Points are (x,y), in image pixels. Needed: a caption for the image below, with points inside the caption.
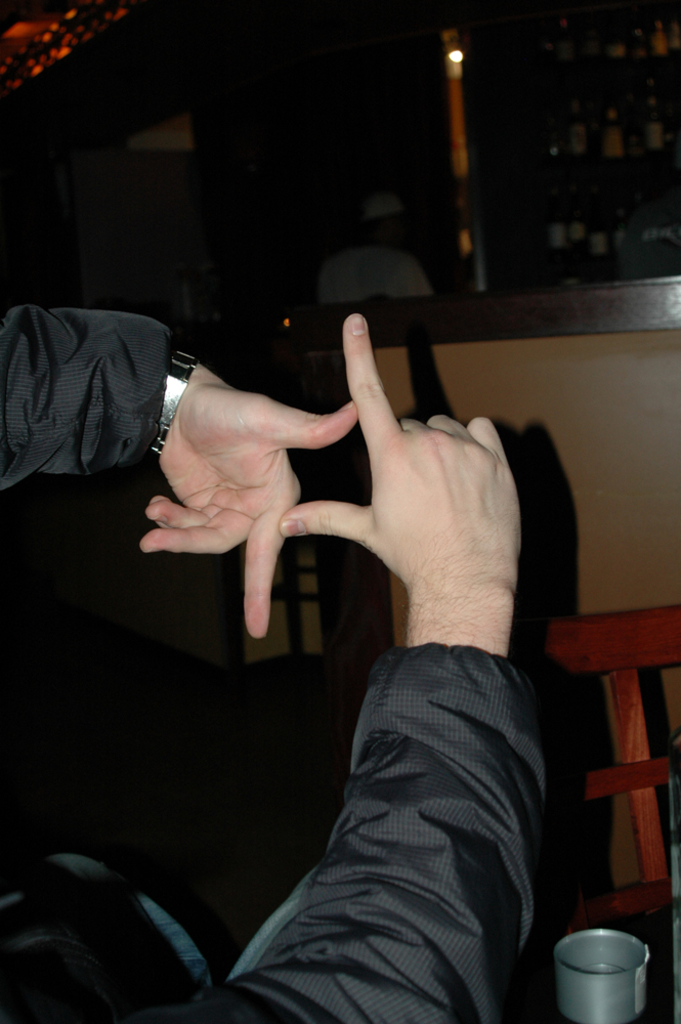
In this image we can see the human hands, chair (644,808), tin (592,941), walls (580,560) and a mirror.
